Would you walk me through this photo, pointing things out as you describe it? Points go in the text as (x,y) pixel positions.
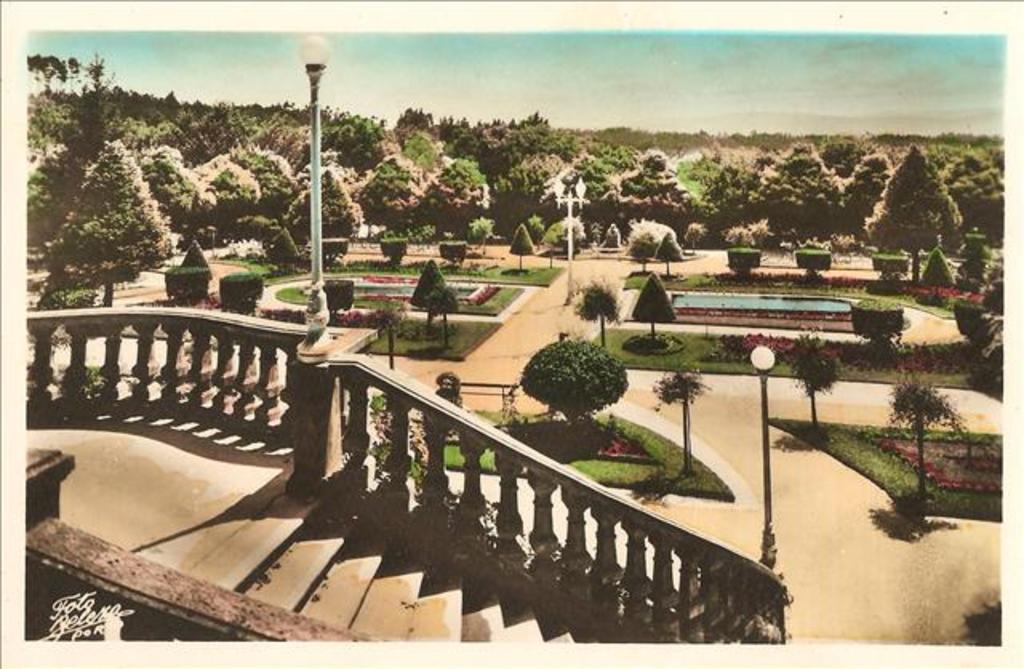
In this image there are street lights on the staircase (325,518). There are plants (555,414) and trees (579,354) on the grassland (620,334). Middle of the image (570,245) there is a street light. Background (928,209) there are trees (931,228). Top of the image (639,73) there is sky (732,130). Right side (702,298) there is a pool (715,300).
